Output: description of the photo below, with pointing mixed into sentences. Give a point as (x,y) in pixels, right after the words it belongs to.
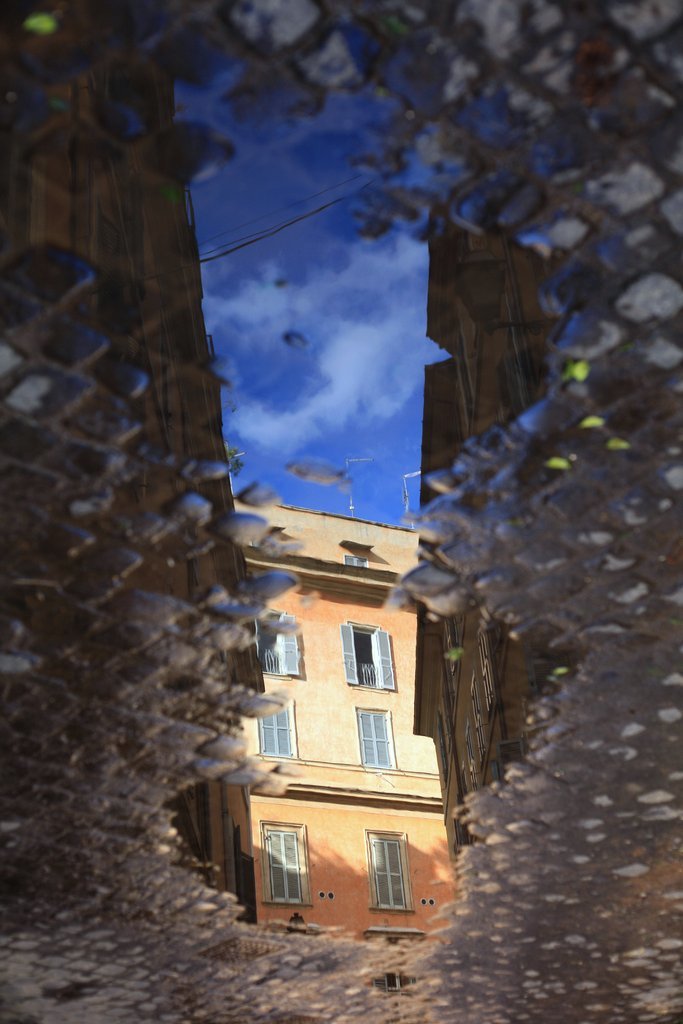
In this image we can see few buildings (371,593), sky (340,323) with clouds (378,371), wires (308,214) and it looks like water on the ground (589,652).
